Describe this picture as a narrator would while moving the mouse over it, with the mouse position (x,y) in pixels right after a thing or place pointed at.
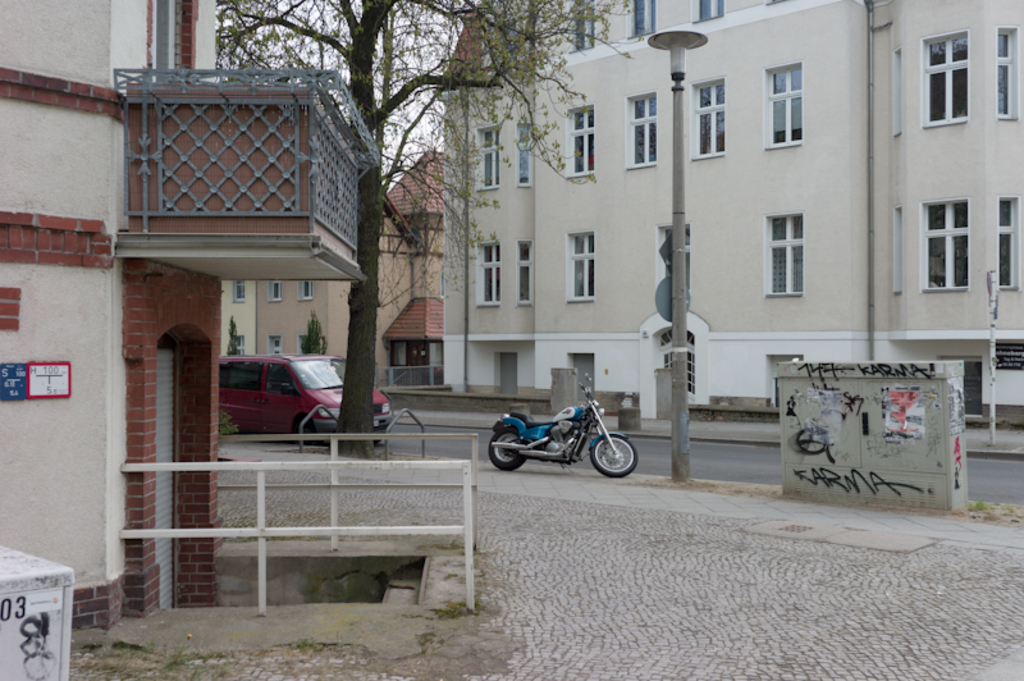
In the foreground of this image (193,110), there is a building (17,301) on the left (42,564) and an object (21,653) in the left bottom corner (18,653). In the middle (680,439), there is a pavement (669,530), pole (677,461), tree (348,380), a bike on the pavement (488,486), some text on an object (919,447) and a vehicle (329,415) moving on the road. In the background (529,237), there are buildings (448,210) and the sky (411,136).
